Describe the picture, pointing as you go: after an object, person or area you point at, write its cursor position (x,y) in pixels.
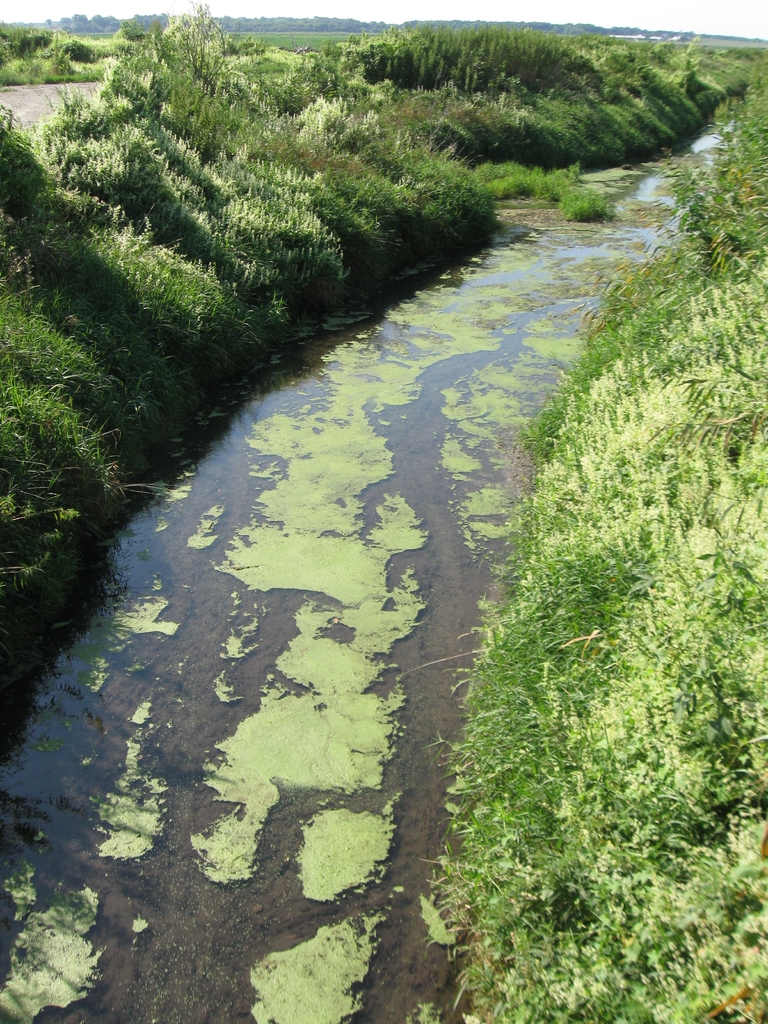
In this picture there is water (111,951) in the center of the image (355,425) and there is greenery (558,510) on the right (662,448) and left side of the image (210,326).
